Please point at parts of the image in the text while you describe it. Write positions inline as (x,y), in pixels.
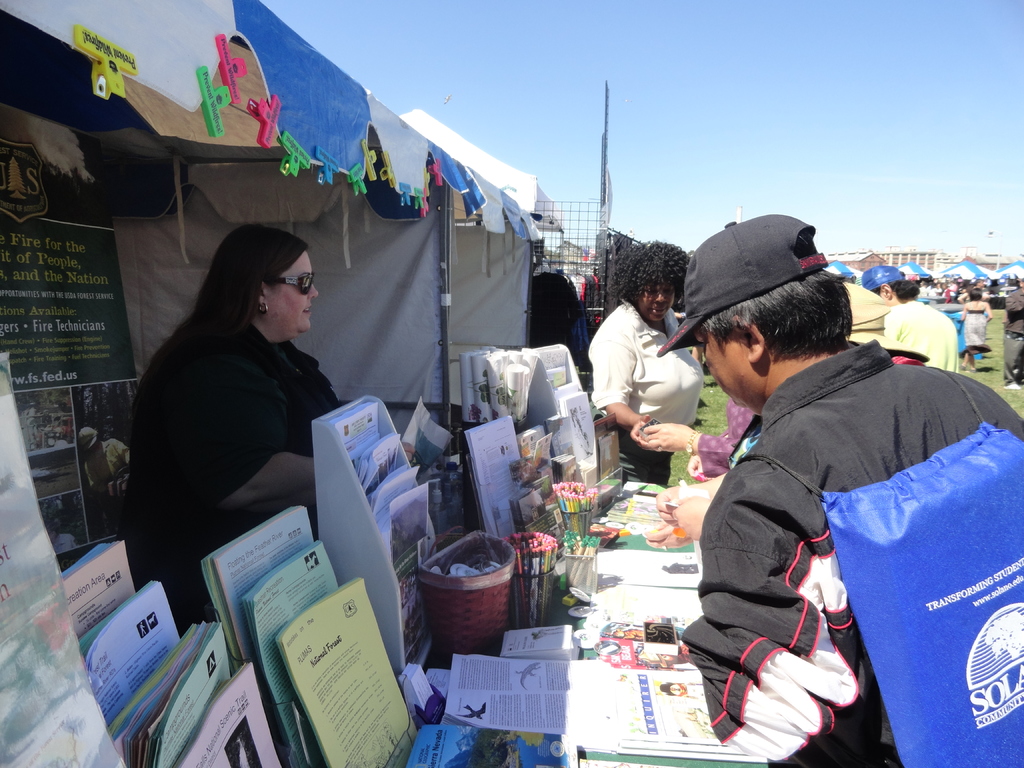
In this image we can see a group of people (659,385) standing near a table (577,616) containing some books (509,634), papers (510,649), basket (471,612) and some pens (573,568) in a stand (584,590). On the left side (288,370) we can see a woman (276,445) standing under a tent (344,353). We can also see some clips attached to a tent (335,366). On the backside (872,193) we can see some tents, poles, buildings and the sky (884,187) which looks clear.
